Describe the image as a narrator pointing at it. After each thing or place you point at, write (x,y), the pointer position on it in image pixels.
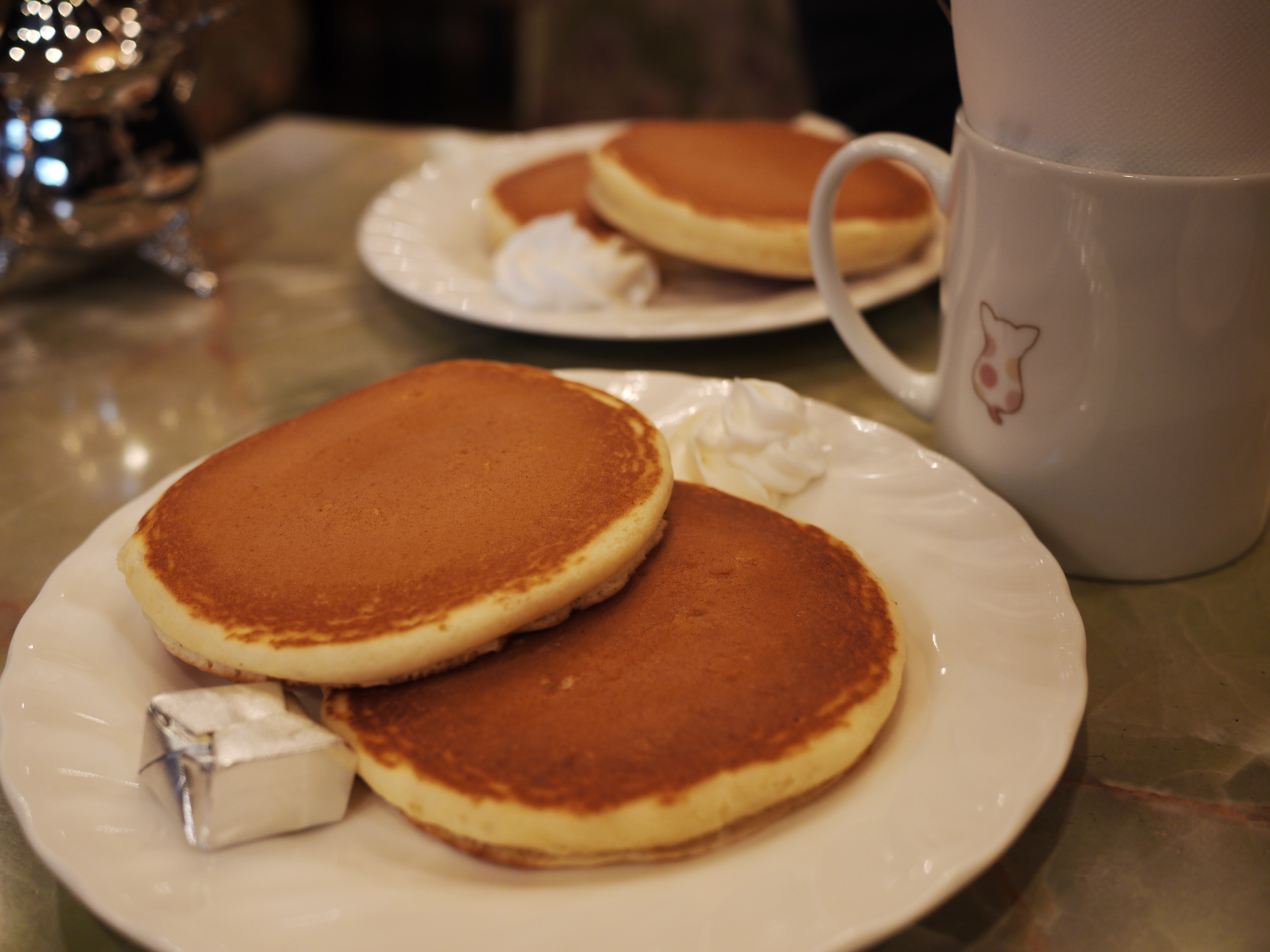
In this picture we can see a table (361,335). On the table (378,316) we can see the cups (1015,342), plates (872,533) which contains desserts (490,382) and also we can see some other object (153,148). At the top (487,67) the image is dark.
